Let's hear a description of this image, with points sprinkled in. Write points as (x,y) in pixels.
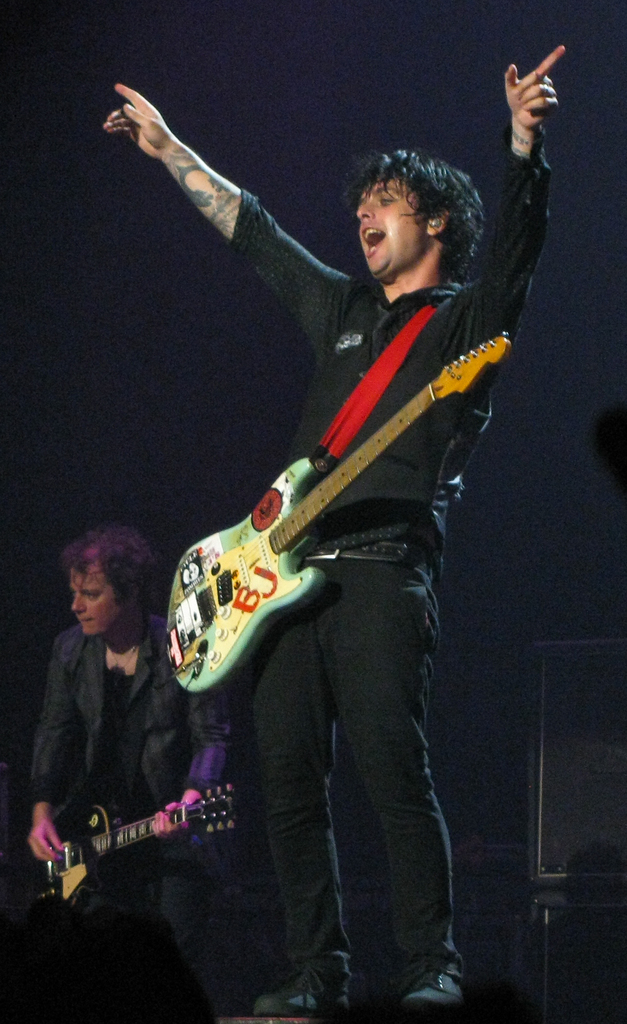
In this image we can see two persons (174,722) holding guitar (170,611). Person (136,735) in the back (107,829) is playing the guitar (124,836). In the background (108,164) it is dark. And there are few objects (575,825) in the background (565,789).
